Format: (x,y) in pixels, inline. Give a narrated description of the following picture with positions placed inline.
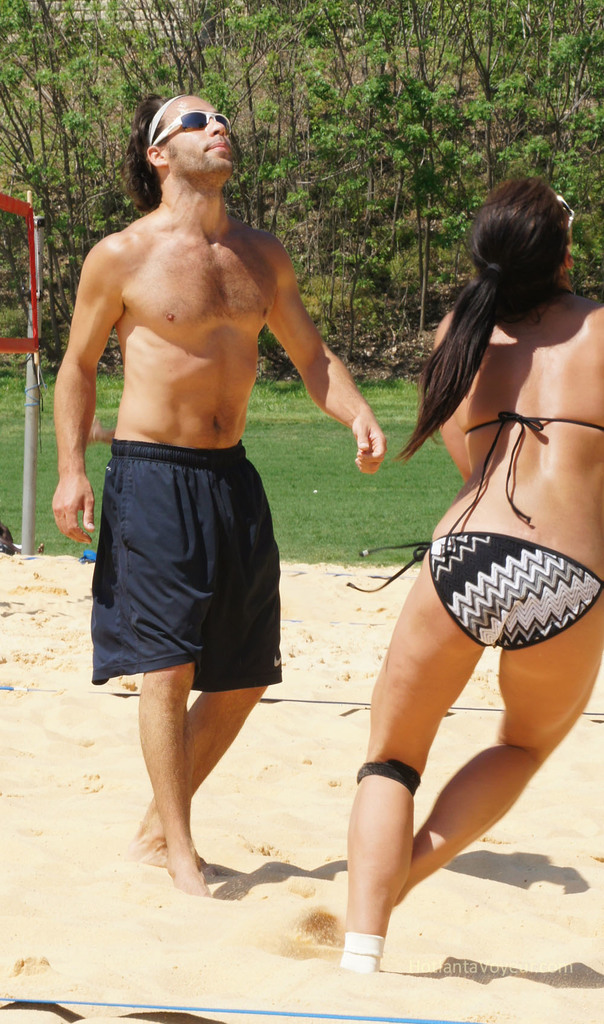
In this picture I can see a man (341,374) and a woman (565,282), there is sand (288,618), there is a sports net (27,215) with a pole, and in the background (45,155) there are trees (386,161) and there is a watermark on the image.
